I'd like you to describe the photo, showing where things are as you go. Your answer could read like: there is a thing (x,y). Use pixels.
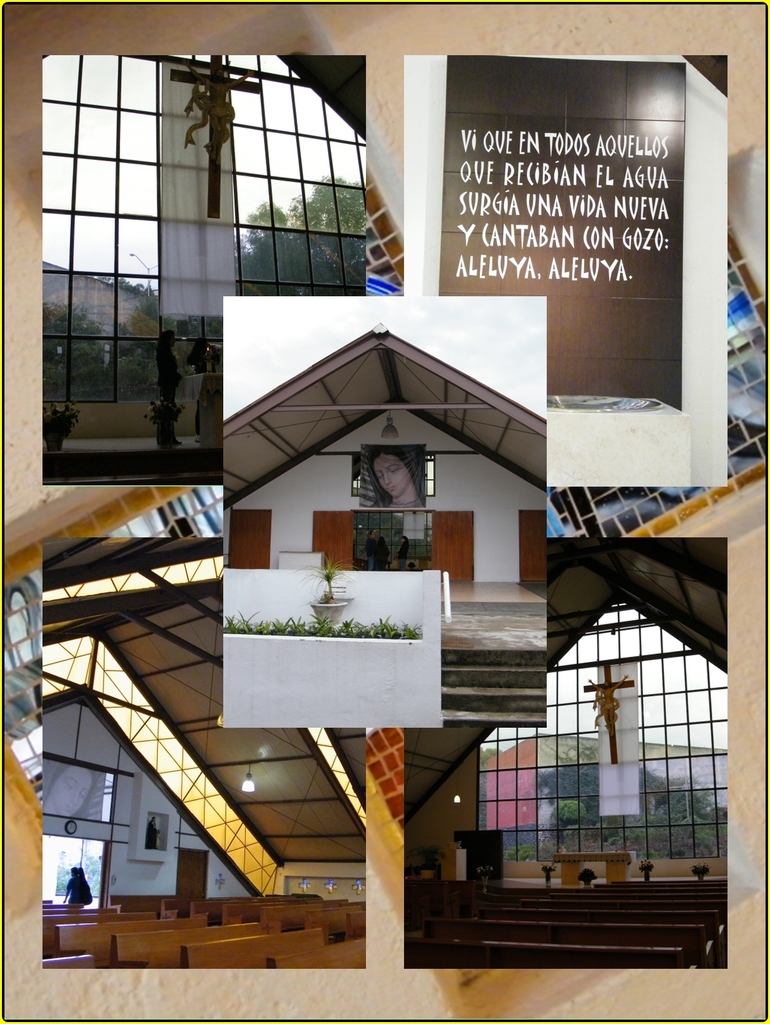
In this image we can see a collage of pictures in which we can see some cross (609,719), a group of chairs (555,913), some text (547,133), photo frames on the wall (558,131). In the background (638,818), we can see trees (649,809) and the sky (666,698).
